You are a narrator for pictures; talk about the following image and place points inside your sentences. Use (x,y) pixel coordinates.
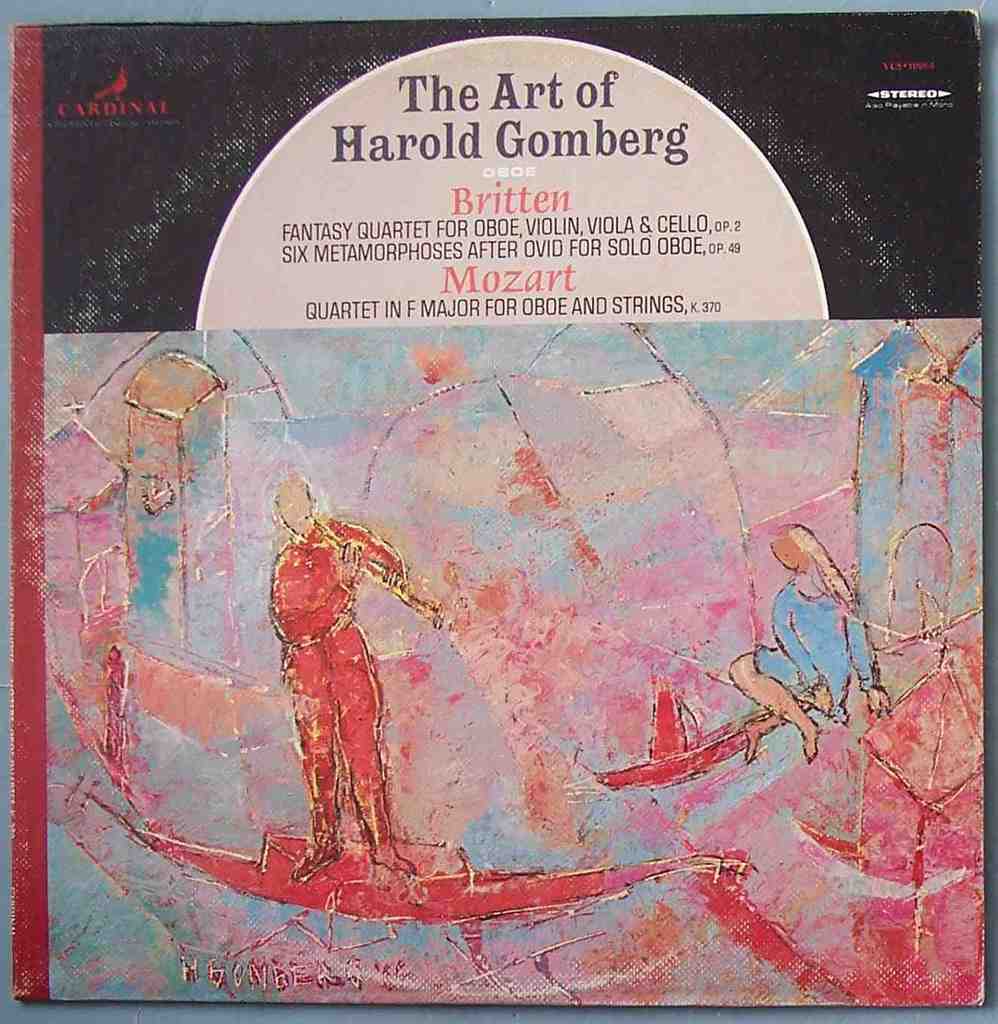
We can see record cover (611,331), on this record cover (608,271) we can see painting (321,494) of people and text (554,188).
